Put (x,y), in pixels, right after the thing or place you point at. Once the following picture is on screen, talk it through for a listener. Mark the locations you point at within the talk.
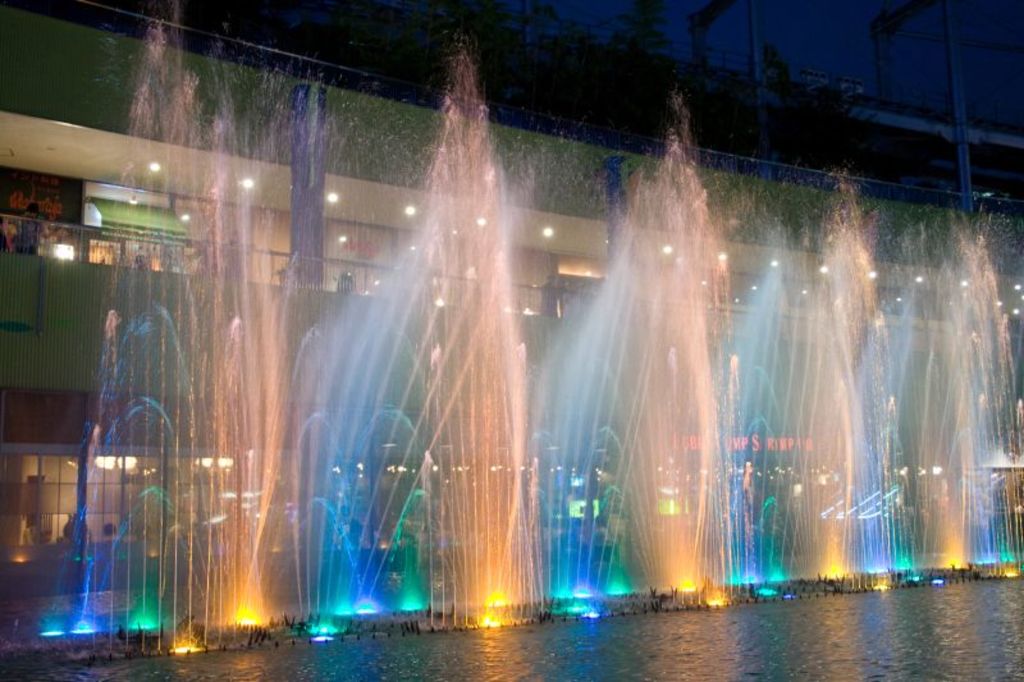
At the bottom of the image (617,610) there is water (853,610) with fountains (889,539). Behind the fountains (362,532) there is a building (755,211) with walls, pillars (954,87) and lights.
